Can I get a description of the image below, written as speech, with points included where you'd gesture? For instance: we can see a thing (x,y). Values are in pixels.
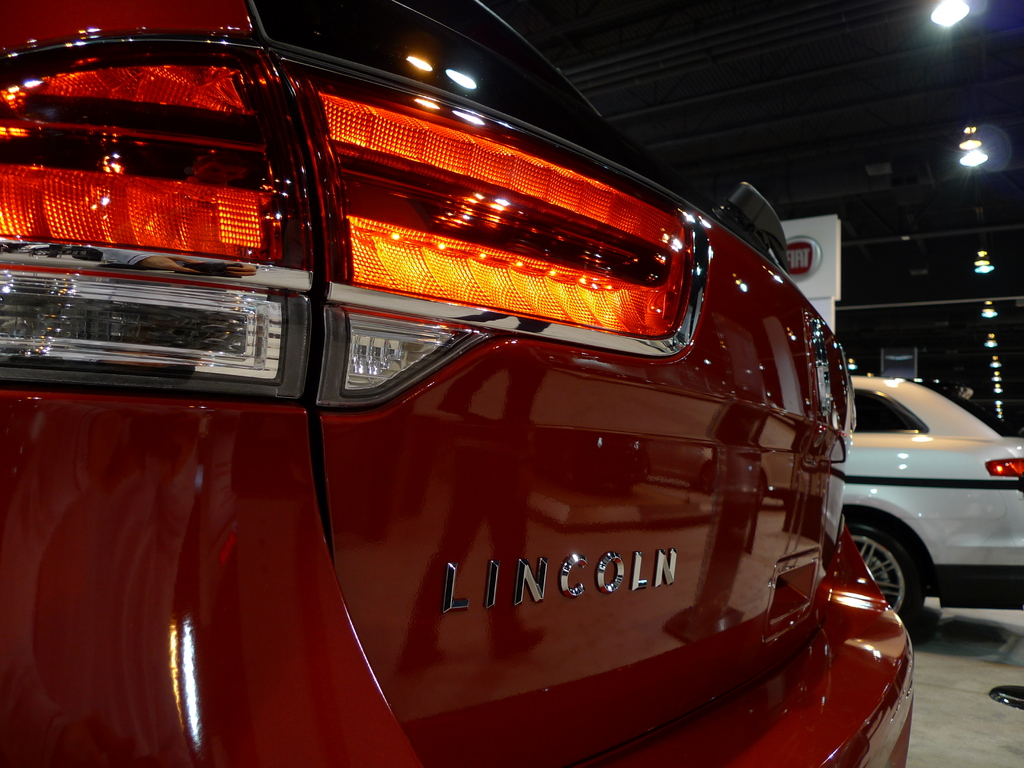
In this image we can see there are two cars (439,456) parked on the shed (973,7) and there are lights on the roof (1009,11).
